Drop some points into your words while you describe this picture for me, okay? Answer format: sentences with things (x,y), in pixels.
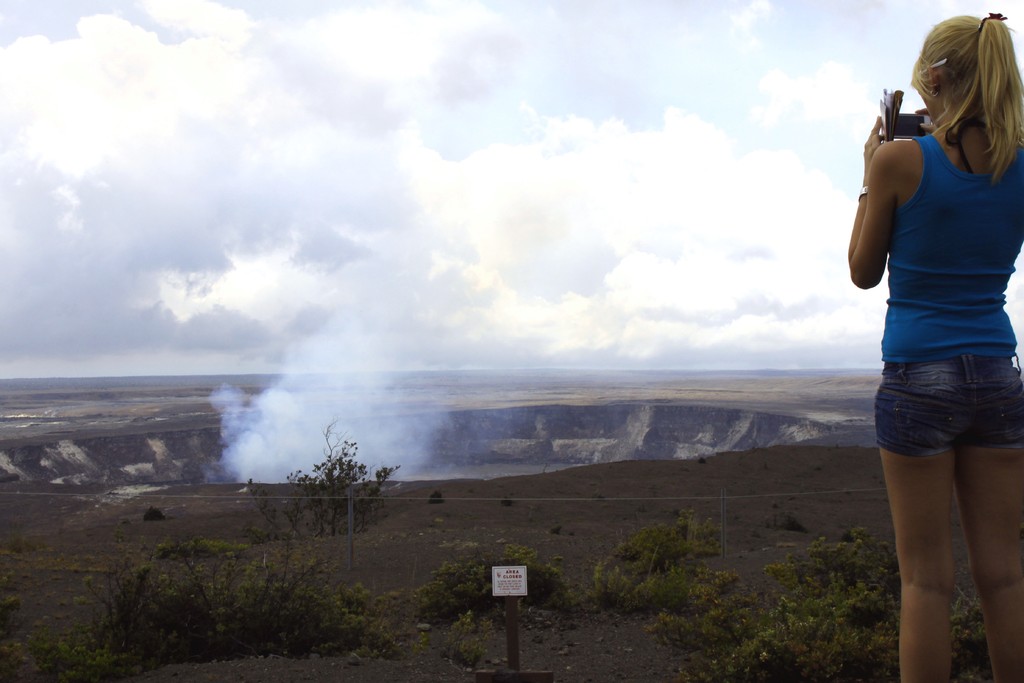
In this image, we can see a person (933,220) wearing clothes (943,320) and holding a gadget (920,117) with her hands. There are some plants (729,603) at the bottom of the image (694,597). There is a volcano hole (463,426) in the middle of the image (612,403). There are clouds (509,221) in the sky (377,223).
